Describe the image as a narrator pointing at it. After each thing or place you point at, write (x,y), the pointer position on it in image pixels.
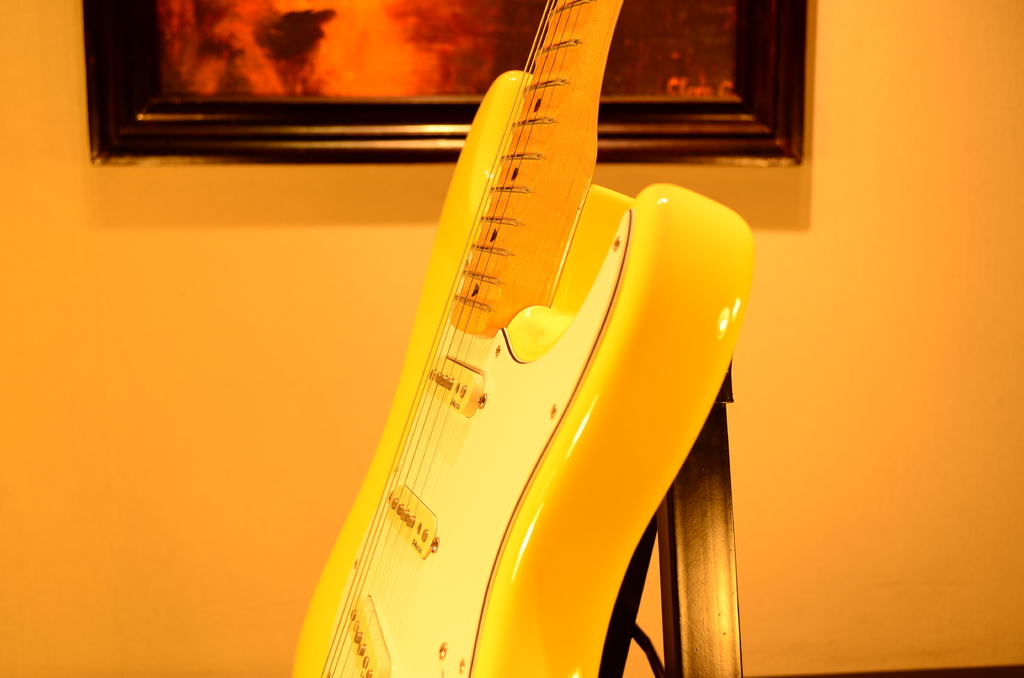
In this image I can see the musical instrument (447,279), background (169,37) I can see the frame (161,62) attached to the wall (184,316) and the wall (213,396) is in orange color.
